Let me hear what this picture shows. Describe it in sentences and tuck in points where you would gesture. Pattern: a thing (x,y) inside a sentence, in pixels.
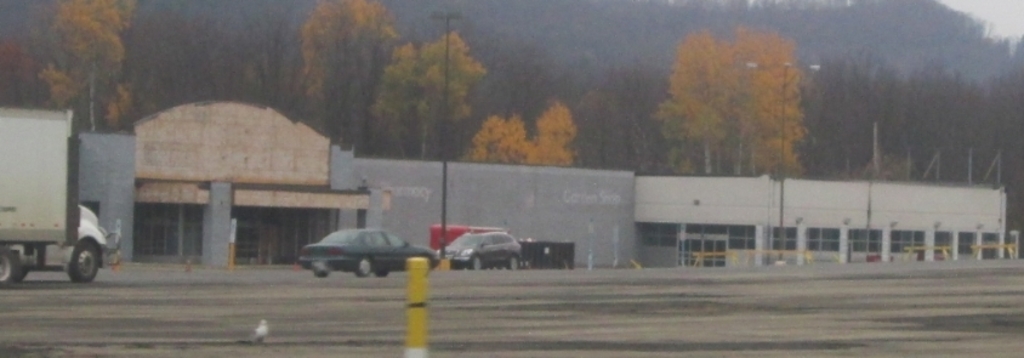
In this image we can see vehicles (13,200) on the road (344,296), poles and light poles (783,134). In the background (402,194) there are buildings (777,186), poles (877,140), trees (683,143), doors (962,240) and sky (1018,27).
